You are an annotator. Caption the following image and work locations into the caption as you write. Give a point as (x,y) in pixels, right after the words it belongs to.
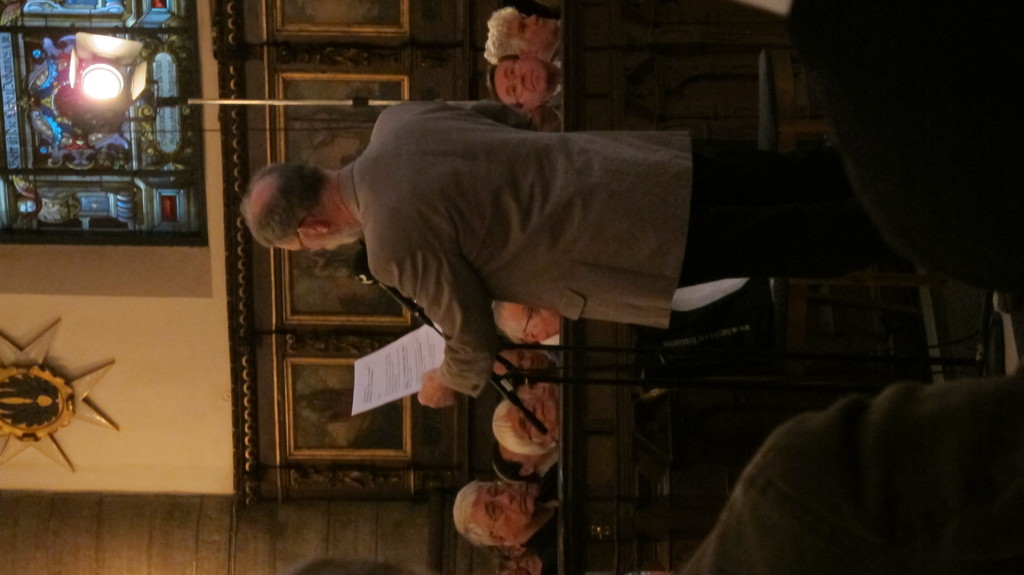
This image is taken indoors. On the left side of the image (303,439) there is a wall (370,478) with a picture frame (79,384) on it and there are a few carvings (38,365). There are many picture frames (342,433) on the wall (377,460). On the right side of the image (902,432) there are two people (899,405) and a man (565,180) is standing on the floor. He is holding a paper (431,367) in his hand (439,384). In the background (579,375) there is a table (567,417) and many people (505,411) are sitting on the chairs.
